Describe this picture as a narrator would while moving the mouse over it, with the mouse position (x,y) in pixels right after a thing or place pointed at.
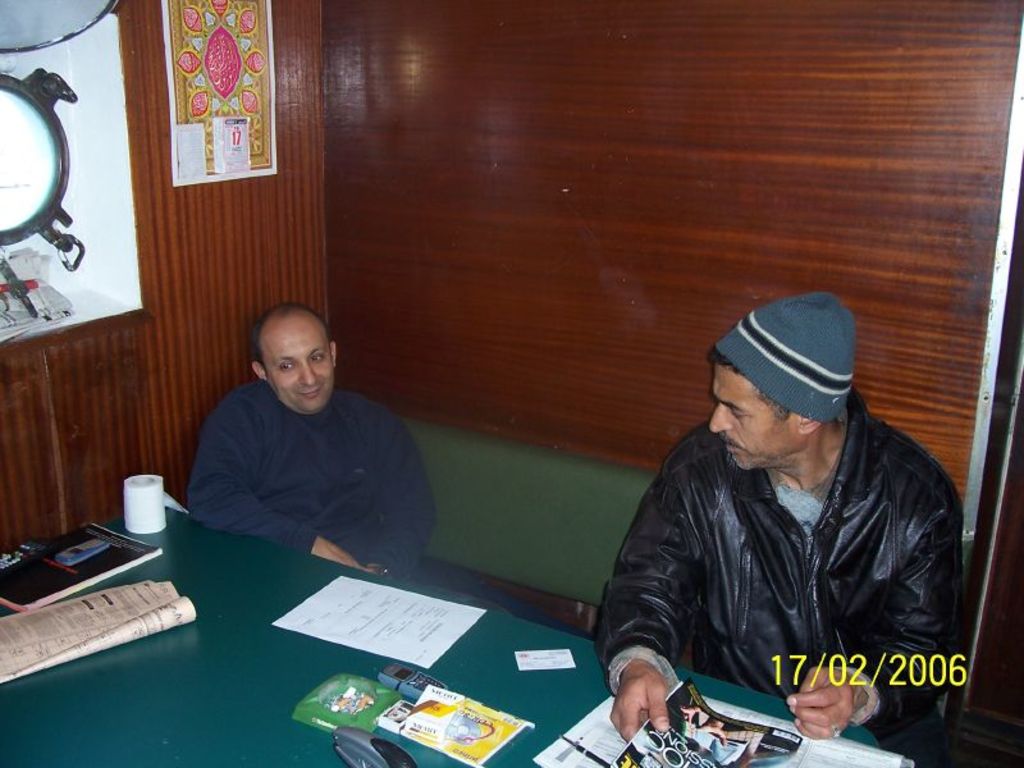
In this picture there is a man (302,436) who is wearing a blue shirt (303,469) sitting on the chair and smiling. There is also another man (791,563) who is wearing a black jacket (822,582) and is holding a magazine (679,719) in his hand (656,689). There is a tissue roll (144,506) on the table (201,573). There is a paper (73,609) and a book (63,590) on the table (101,725). On the wall (178,195), there is a calendar (225,145).
